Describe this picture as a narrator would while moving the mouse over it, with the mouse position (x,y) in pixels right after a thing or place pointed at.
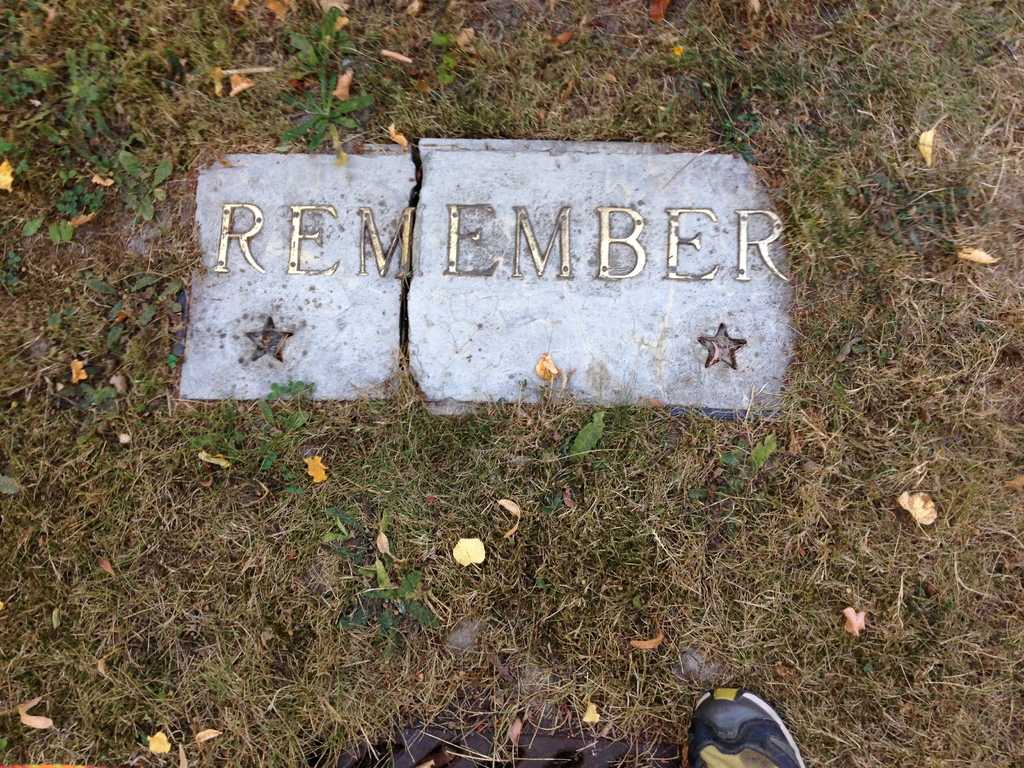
In this image I see a stone (534,397) which is broken and I see a word (427,271) on it which says "REMEMBER" and I see 2 stars (728,345) and I see the grass (962,12) and leaves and I see a shoe (741,692) over here.
